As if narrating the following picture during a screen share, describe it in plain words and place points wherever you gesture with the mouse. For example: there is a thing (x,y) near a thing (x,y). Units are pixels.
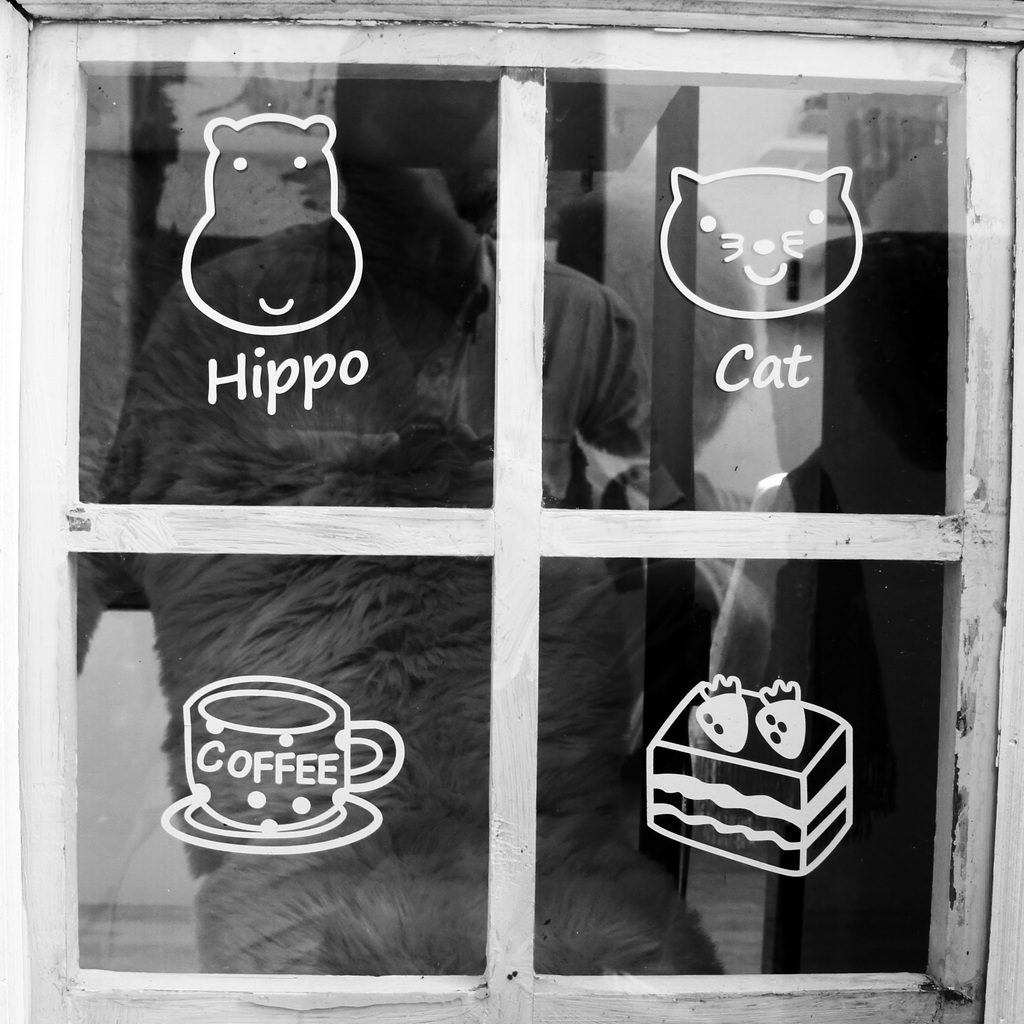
In this picture I can see a window (419,267) and on it I can see the drawings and few words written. On the reflection (405,347) of the glass (360,299) I can see a person (482,267).
